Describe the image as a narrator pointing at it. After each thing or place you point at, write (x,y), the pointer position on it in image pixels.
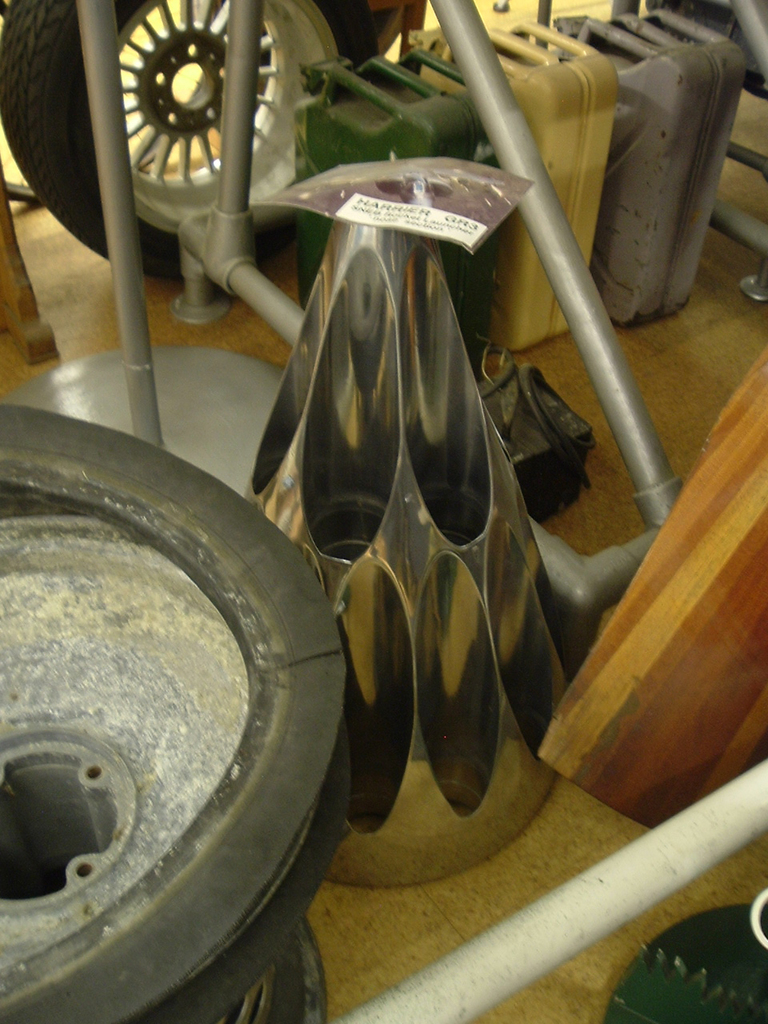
In this image, we can see wheels (272,114), cans (387,93), wood (658,732), stands (251,53) and in the center (378,611) we can see a cone shaped object (413,589). At the bottom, there is floor (703,355).
